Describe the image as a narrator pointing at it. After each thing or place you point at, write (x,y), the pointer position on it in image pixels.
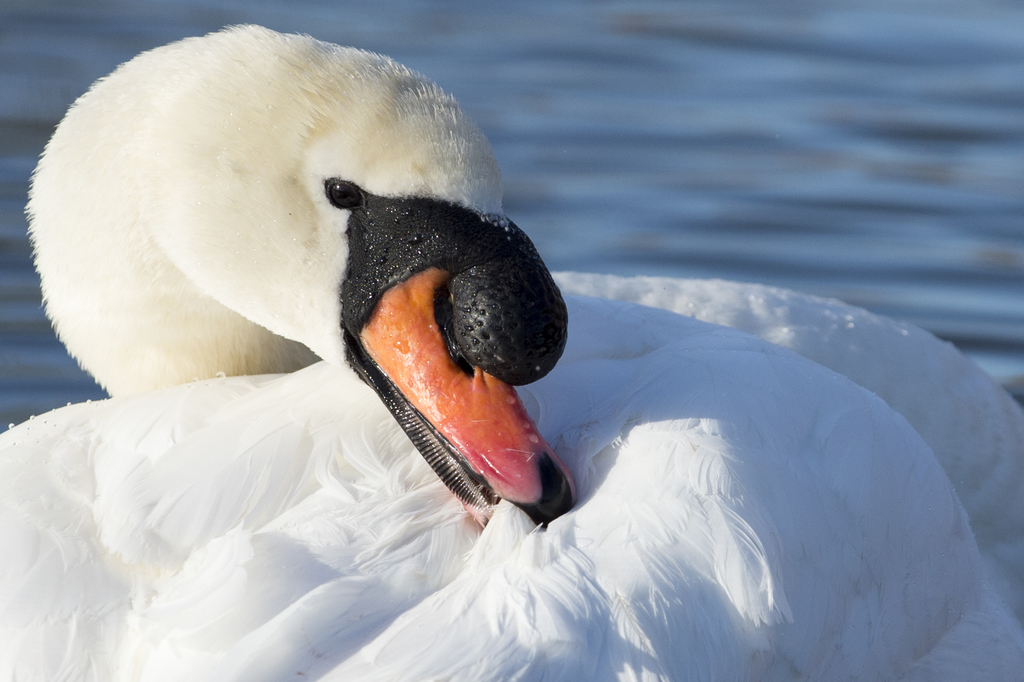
In this picture we can see a swan (735,440) in water (698,253).
